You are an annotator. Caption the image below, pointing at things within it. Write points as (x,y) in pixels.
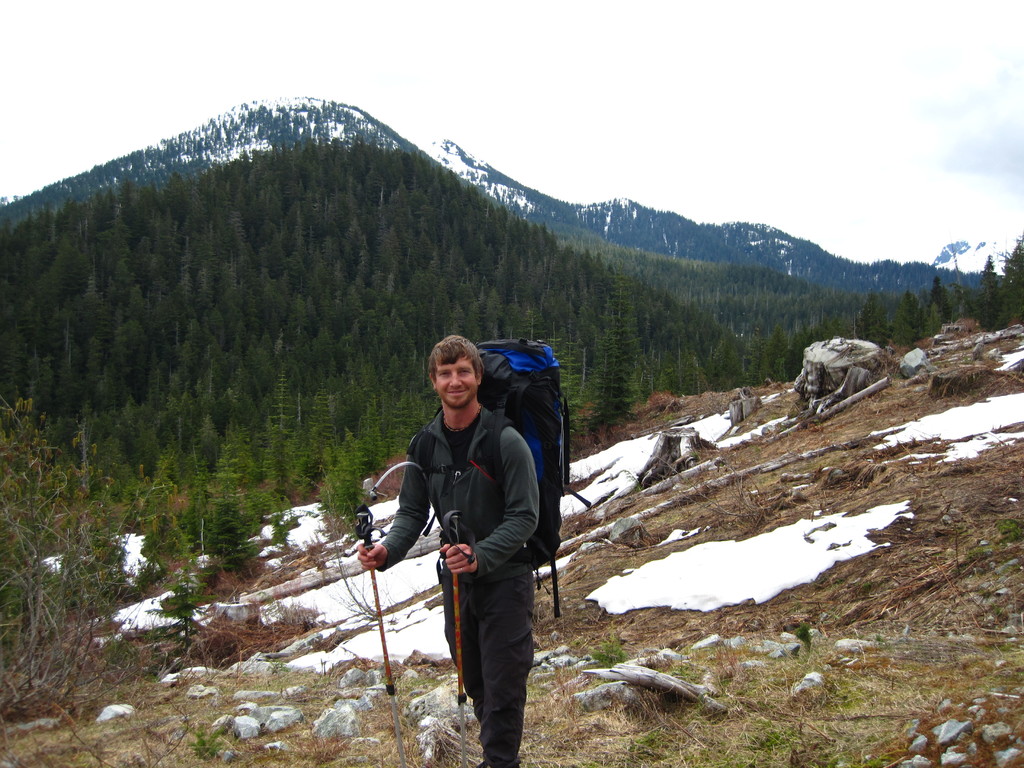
In this image we can see a man (493,576) standing on the ground (472,714) by wearing a backpack (535,450) and holding walking sticks (461,708) in the hands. In the background (210,335) there are plants (215,483), trees (402,264), mountains (526,188) and sky (632,71).
